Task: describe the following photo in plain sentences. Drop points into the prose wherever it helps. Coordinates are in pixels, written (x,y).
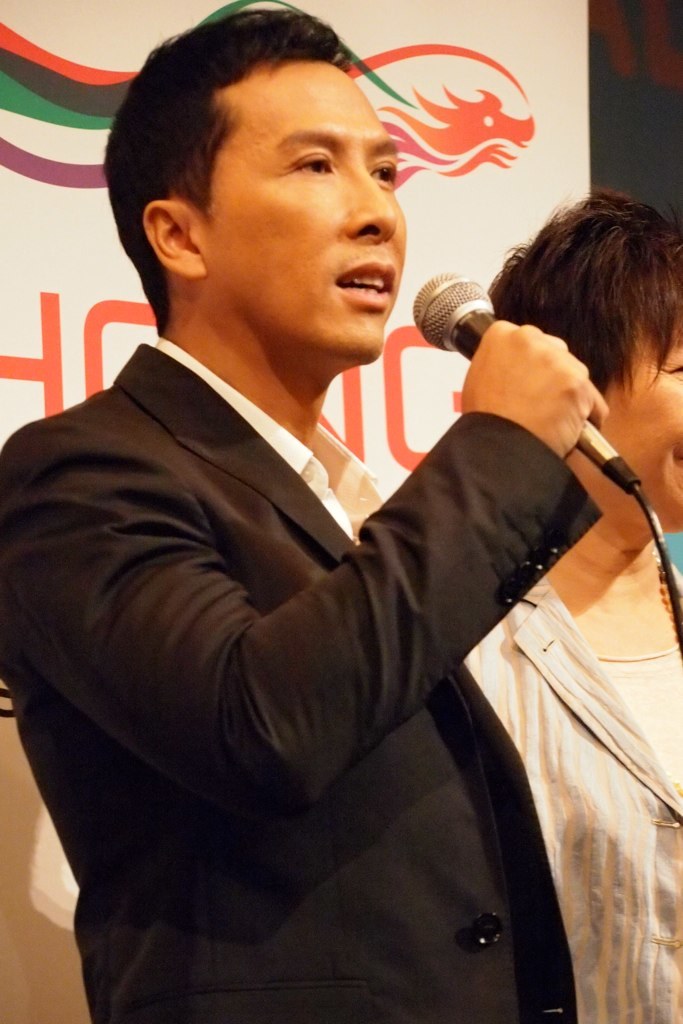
As we can see in the image there are two people (257,466). Behind them there is a white color banner (523,96) and the man (302,297) who is standing here is holding mic (453,332).
